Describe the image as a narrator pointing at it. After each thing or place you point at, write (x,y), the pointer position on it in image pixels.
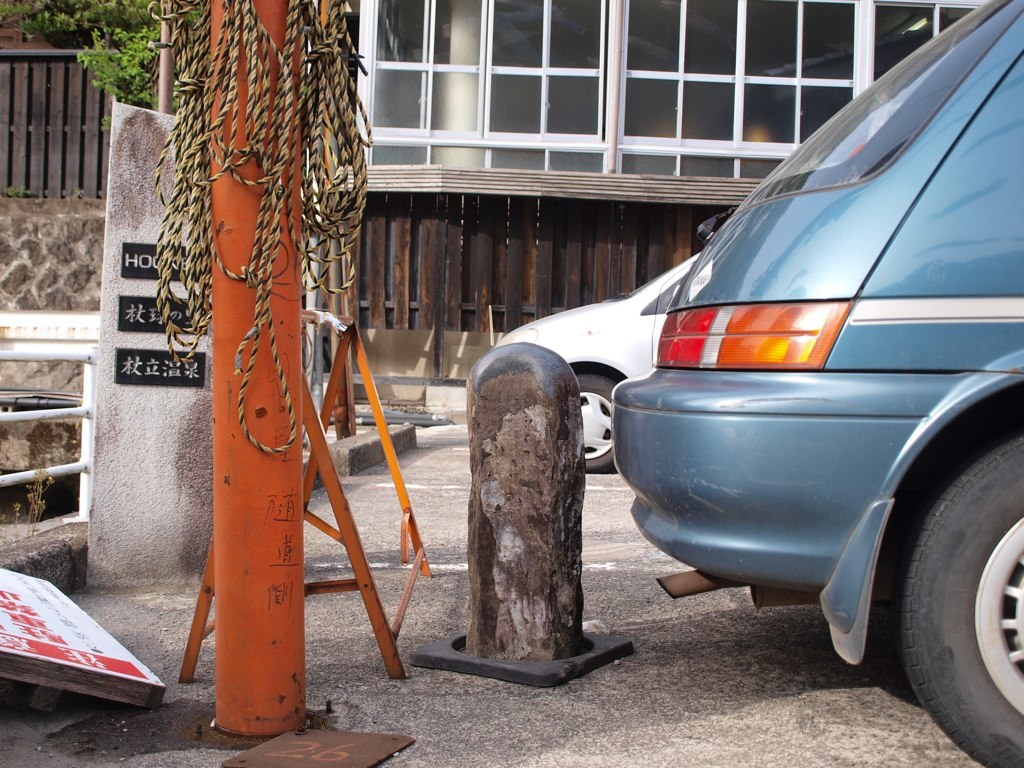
As we can see in the image there are cars (787,286), banner (30,578), water pipe (254,303), tree (112,73) and building (420,148).
